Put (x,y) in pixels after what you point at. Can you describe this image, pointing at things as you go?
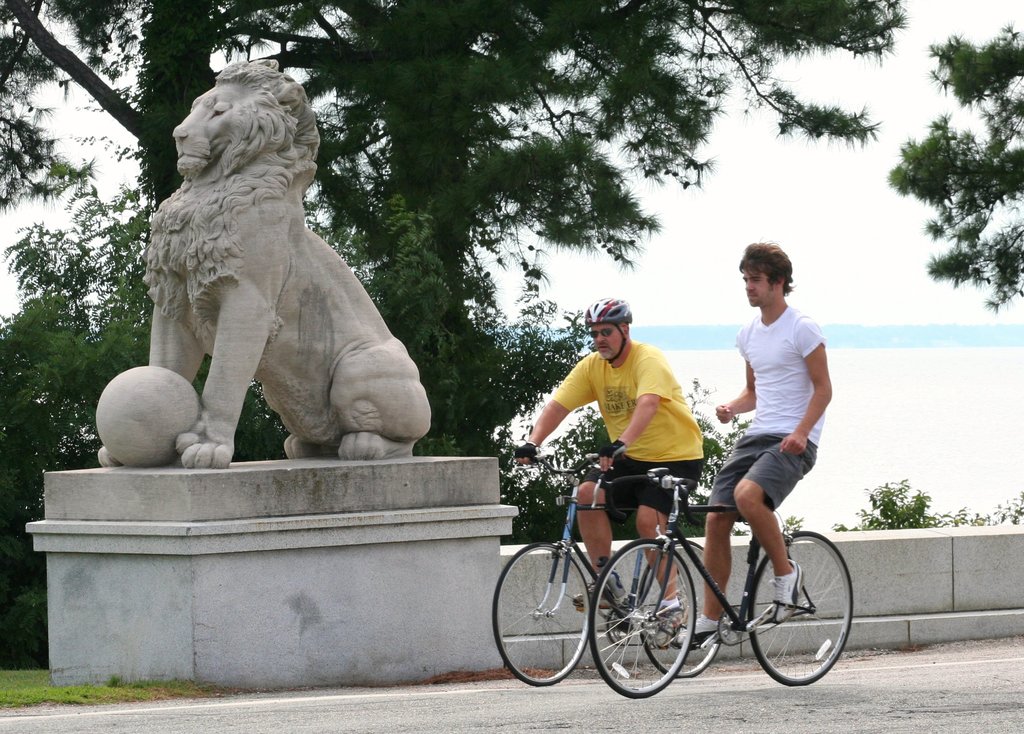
there is a Lions sculpture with the ball (109,415) beside that there are two men (673,567) riding the bicycle (636,577).
